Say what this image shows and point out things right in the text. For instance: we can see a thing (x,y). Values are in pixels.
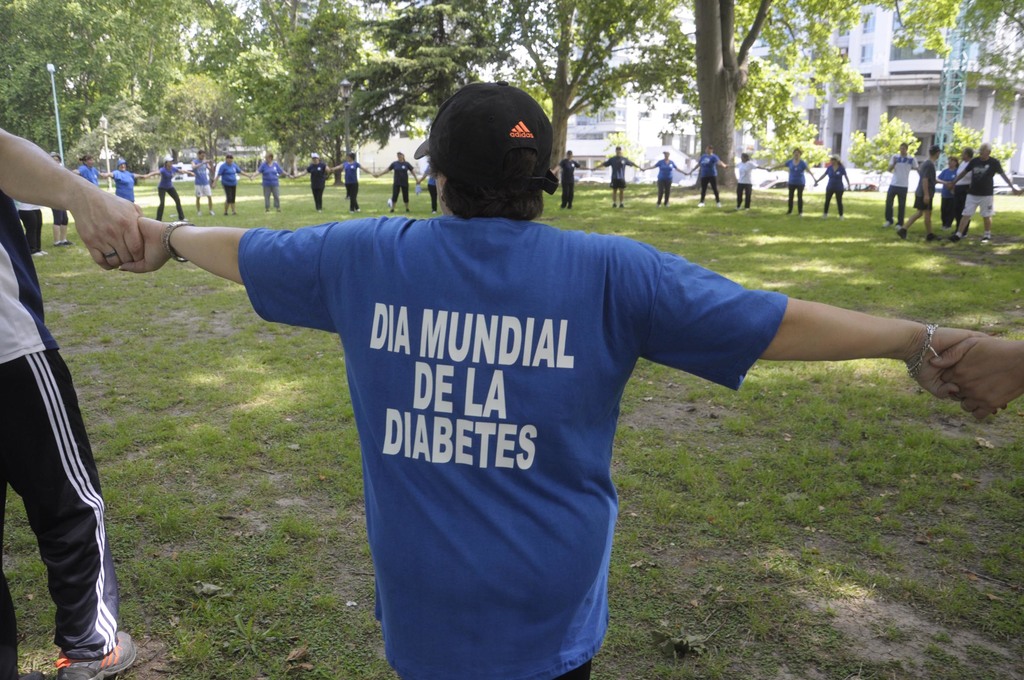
In the middle (363,430) a man (560,553) is standing, he wore blue color t-shirt (556,339). A group of people (733,299) are holding their hands (978,370) together, forming a chain (328,268). At the back side (57,67) there are trees (729,75). On the right side (882,13) there are houses (930,59) in this image.
